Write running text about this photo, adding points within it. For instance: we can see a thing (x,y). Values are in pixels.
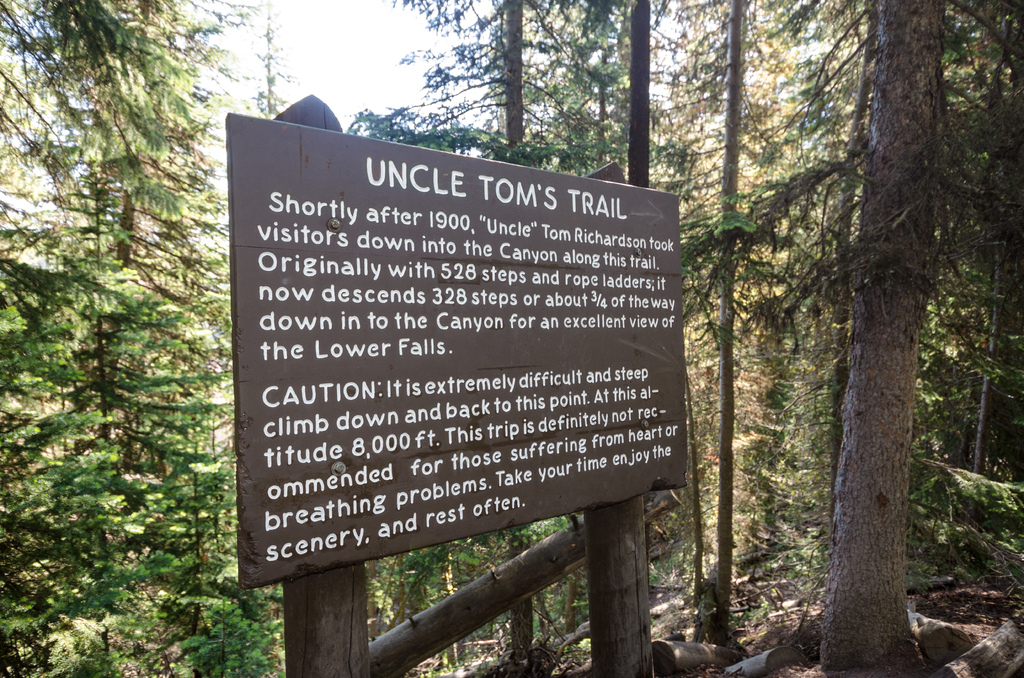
In the picture I can see a board (449,401) is attached to a wooden object (359,590). On this board (479,349) I can see something written on it. In the background (126,444) I can see trees (53,248) and the sky (288,91).
